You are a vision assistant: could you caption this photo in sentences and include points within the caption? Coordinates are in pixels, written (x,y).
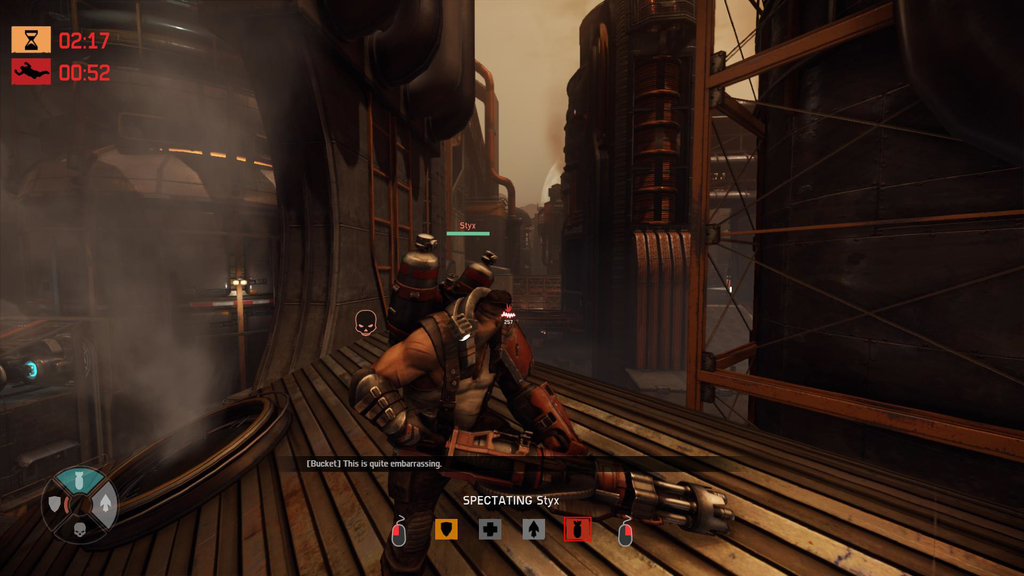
This is an animated picture. In this image, we can see a person (425,378) holding a weapon (582,488). In the background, we can see ladder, rods (1008,448), lights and few objects (313,301). On the left side of the image (82,535), we can see icon (107,514), figures (107,514) and time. At the bottom of the image (52,514), we can see text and icons (62,502).
